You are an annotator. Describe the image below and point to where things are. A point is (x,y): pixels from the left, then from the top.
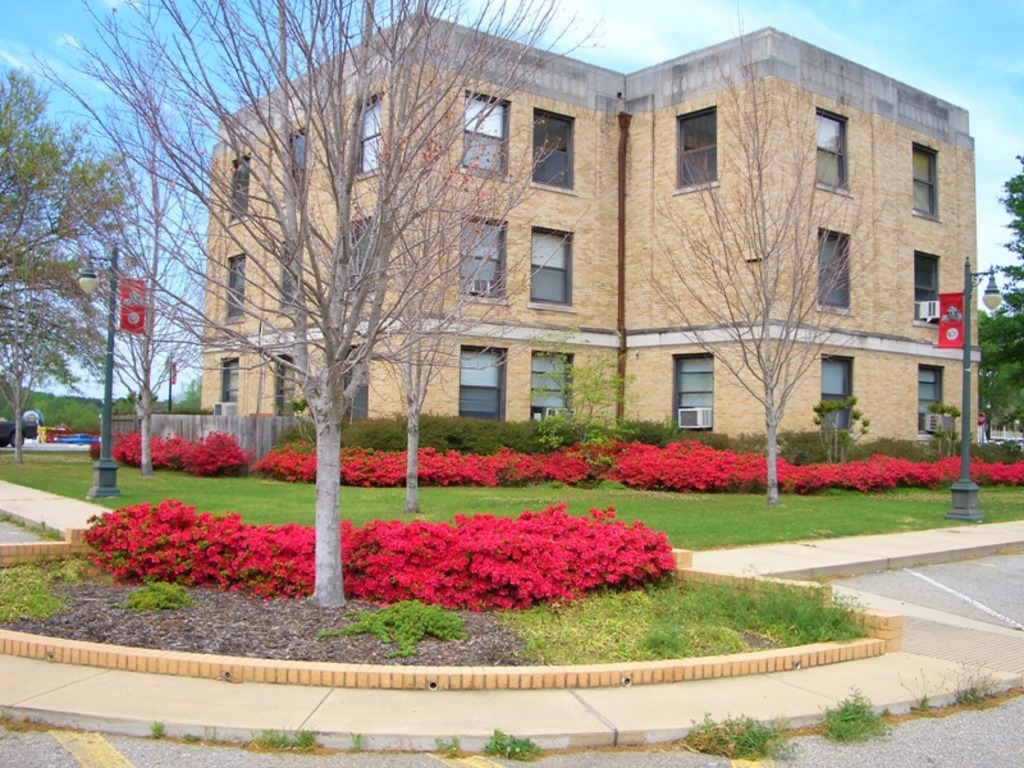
In this image we can see one building (505,174) with glass windows (537,400), some objects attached to the windows (487,271), some roads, some plants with red flowers (233,450), two lights (84,279) with poles (964,341), two red banners (129,332), some objects (51,438) on the ground (74,494), some vehicles (86,437) on the road (78,449), some trees (17,453), bushes (442,469), plants (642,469) and grass (374,488) on the ground (42,451). At the top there is the sky (1002,45).
